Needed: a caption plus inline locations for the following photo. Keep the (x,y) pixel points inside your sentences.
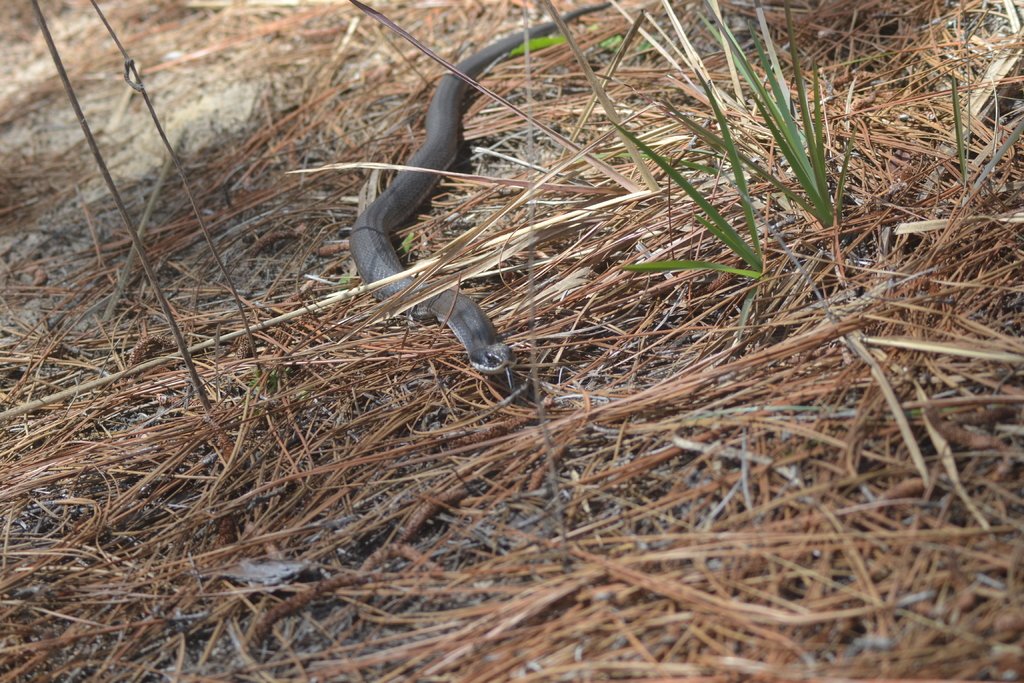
This picture shows a snake (599,8) on the ground (528,334) and we see grass (571,286).
